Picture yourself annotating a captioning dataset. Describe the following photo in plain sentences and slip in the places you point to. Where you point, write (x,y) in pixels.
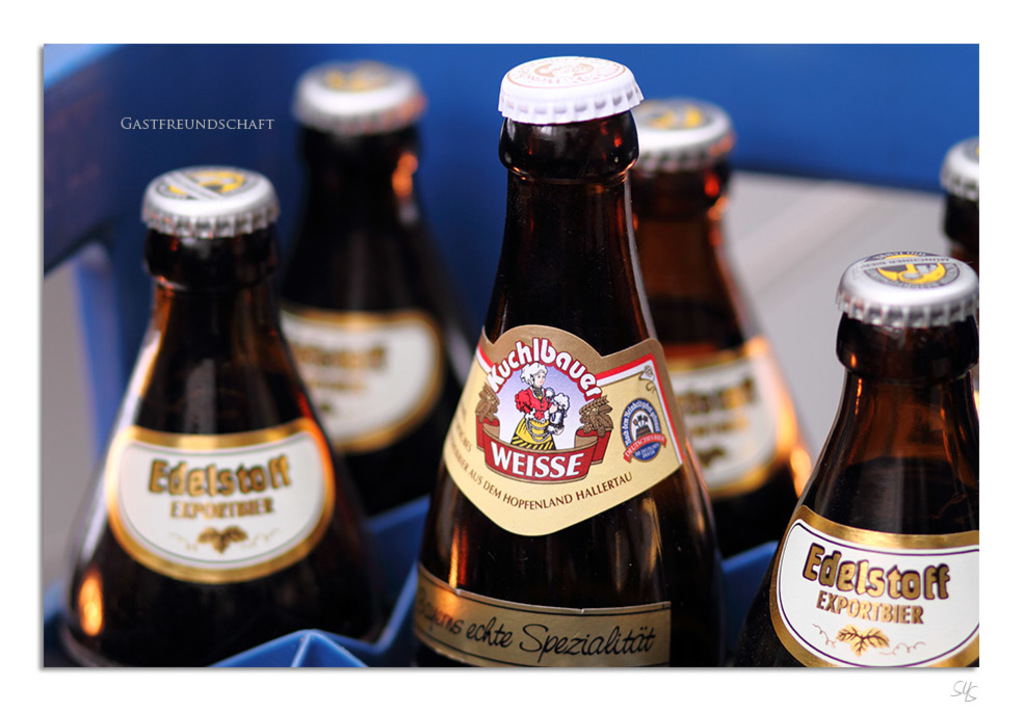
This image contains few bottles (291,347) having caps (653,140) and labels (183,449) on it. Bottles (460,557) are kept in a tray (406,581).
